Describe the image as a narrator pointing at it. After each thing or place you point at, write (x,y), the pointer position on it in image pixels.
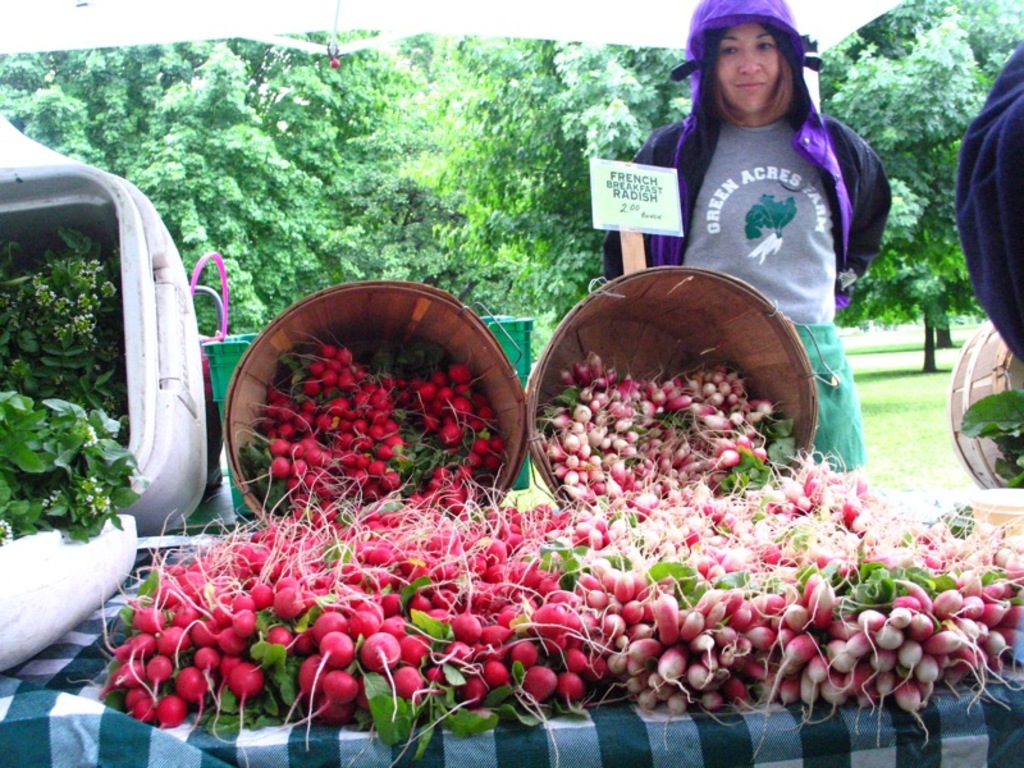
In the image there are a lot of radishes (433,473) in the foreground (399,445), behind them there is a woman (772,290) and she is standing behind a basket (654,268) and in the background (304,83) there are a lot of trees (869,94).
